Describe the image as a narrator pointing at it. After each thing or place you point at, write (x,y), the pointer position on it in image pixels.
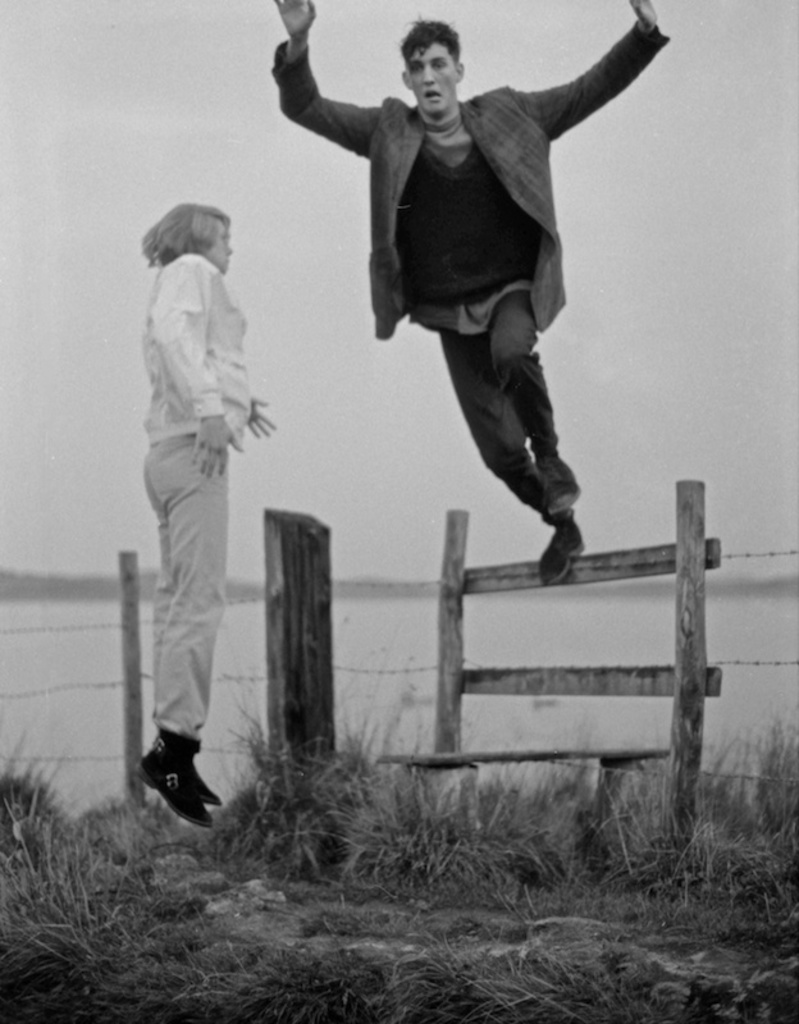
There is a person (165,784) in white color jumping on the ground (186,840), on which, there is grass (455,868). On the right side (556,119), there is a person (543,112) jumping from the wooden fencing (702,685). In the background (470,617), there is water (114,641), there is a mountain (48,576) and there is sky (139,125).
